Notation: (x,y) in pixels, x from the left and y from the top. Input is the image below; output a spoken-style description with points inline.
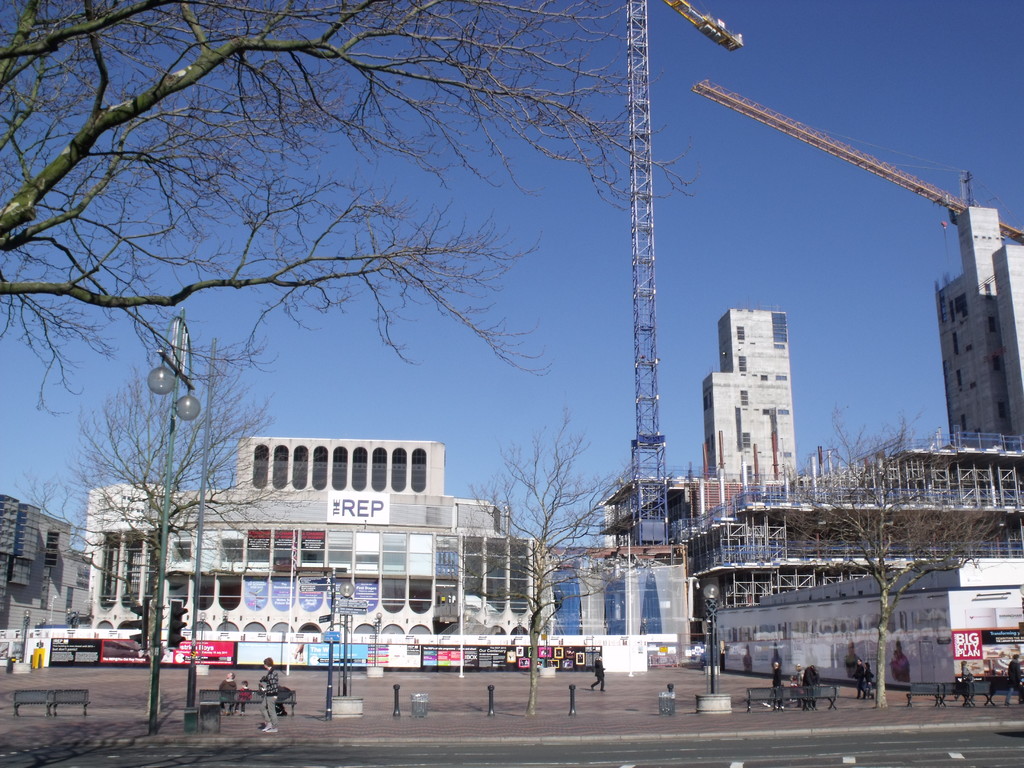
In this picture there are two persons (229,694) sitting on a bench (243,700) and there is a person (267,692) standing in front of them and there are few other people (859,688) in the right corner (963,678) and there are trees (545,514), buildings (273,558) and two cranes (649,416) in the background (651,436).
